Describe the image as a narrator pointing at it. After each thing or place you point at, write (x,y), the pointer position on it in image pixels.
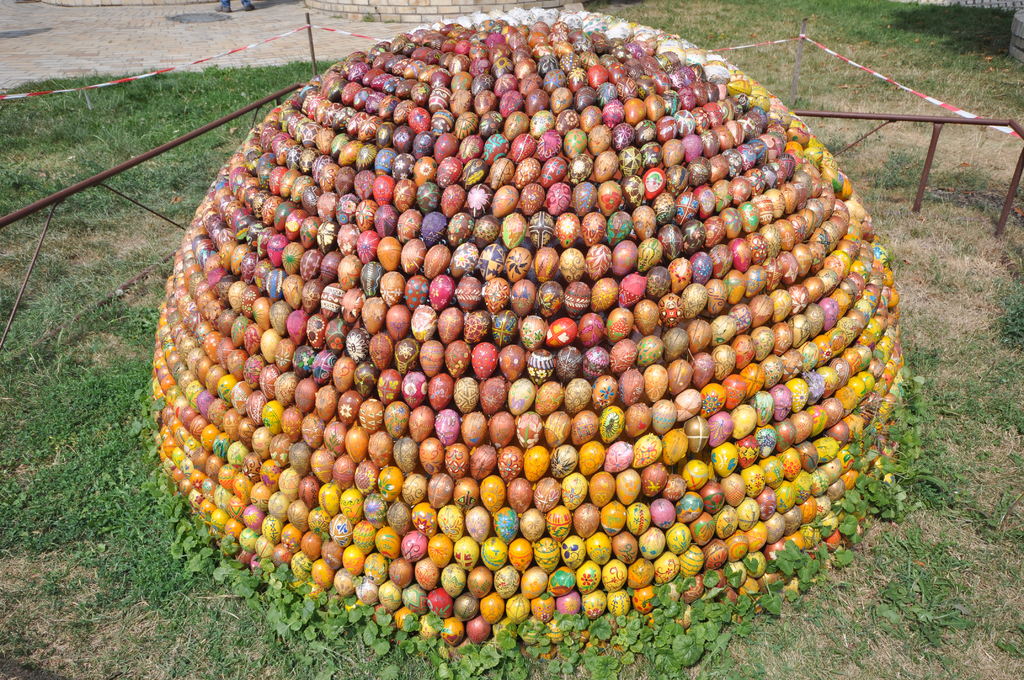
In this image we can see there are some painted eggs (468,318) arranged in a circular manner on the grass (893,594) on the surface (956,329), back of them there is a path (198,65) of a ground (353,25).
